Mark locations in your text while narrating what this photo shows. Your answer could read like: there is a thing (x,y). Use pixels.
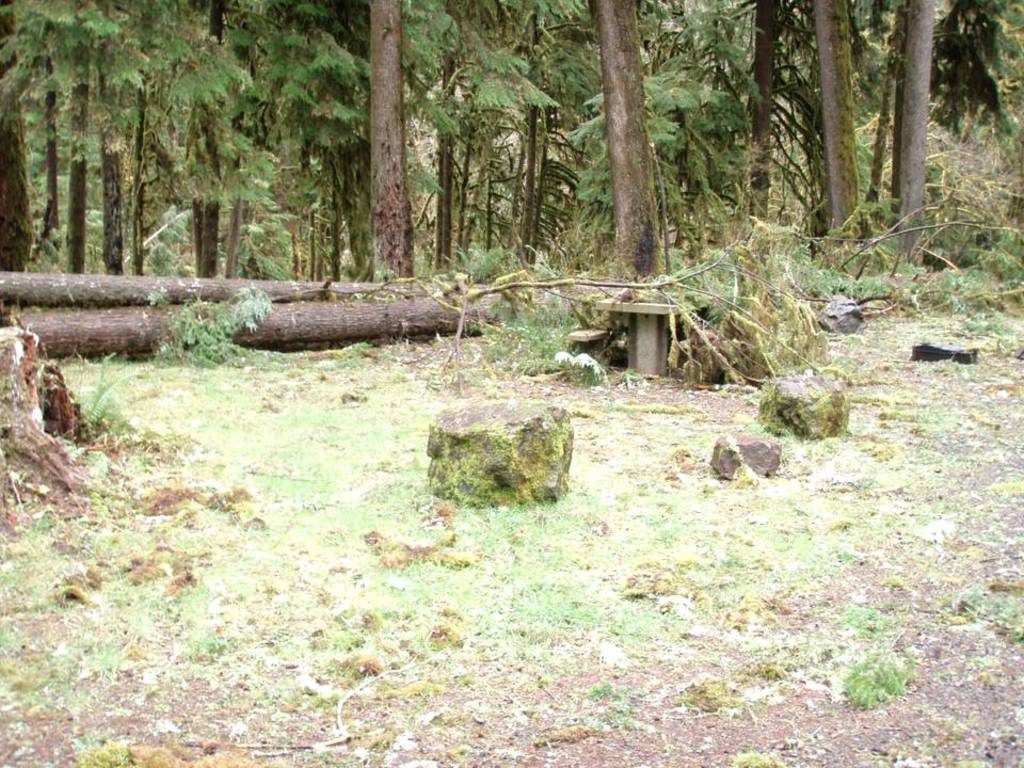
In the center of the image (517,441) we can see some rocks (822,431), a bench (647,353) placed on the ground (939,369). In the background (407,318), we can see wood logs (224,297) and group of trees (426,224).
